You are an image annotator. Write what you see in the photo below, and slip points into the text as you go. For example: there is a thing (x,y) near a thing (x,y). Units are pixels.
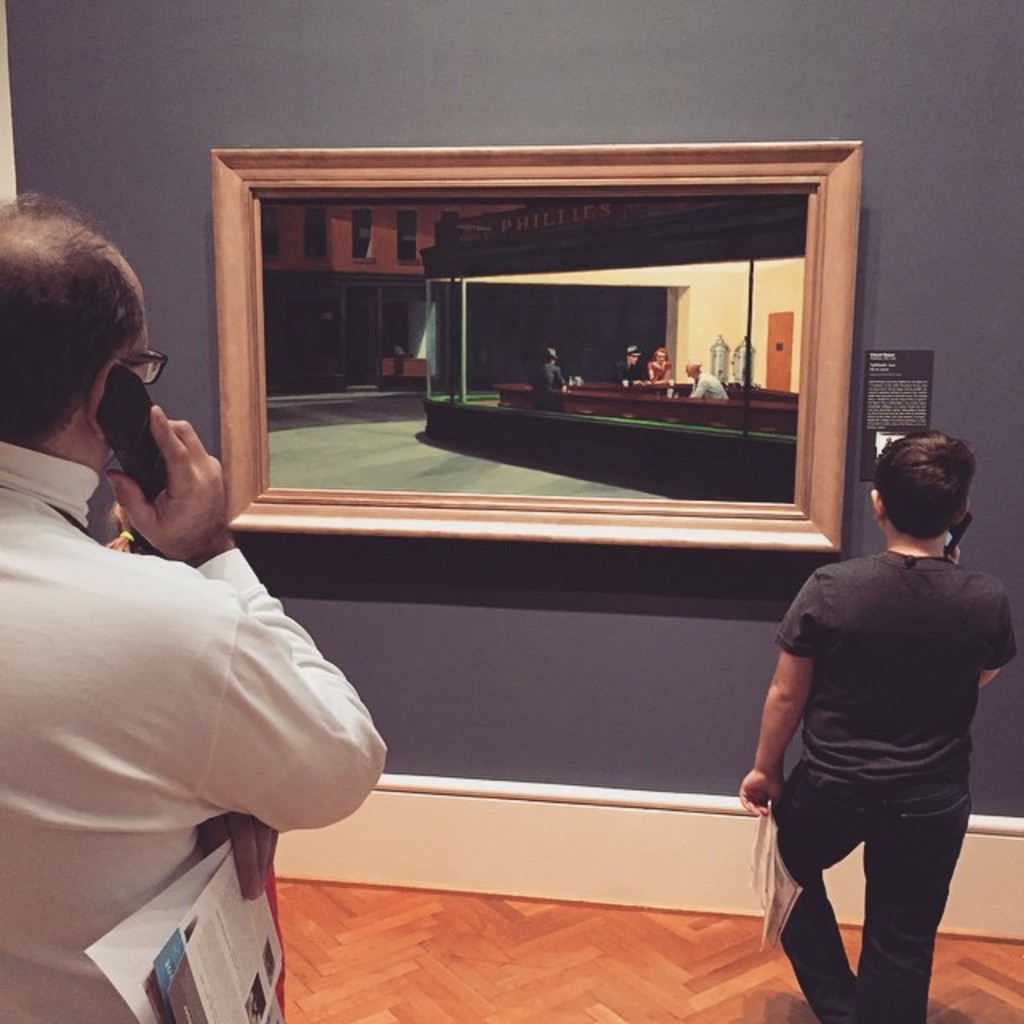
In this image we can see two people (891,492) standing and holding mobile phone (114,398). In the background of the image (564,73) there is wall (131,107). There is a photo frame (567,343). At the bottom of the image (491,964) there is wooden floor (425,947).
